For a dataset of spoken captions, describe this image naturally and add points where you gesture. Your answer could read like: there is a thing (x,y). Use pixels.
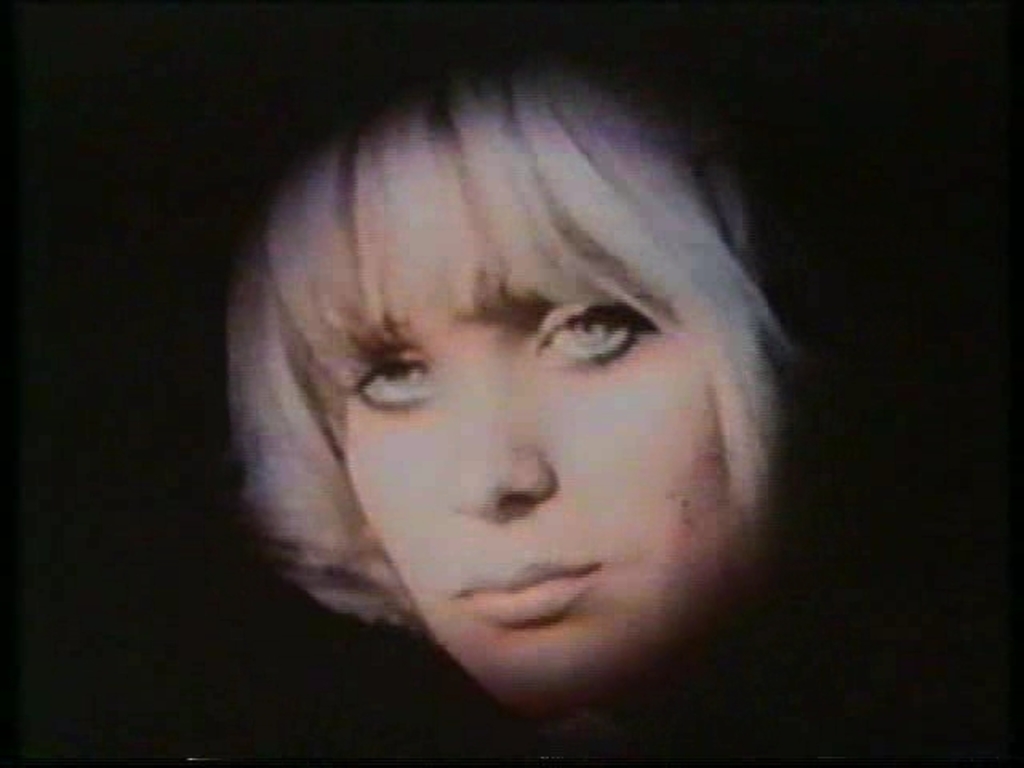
In this image I can see the person face (455,340) and the background (211,660) is in black color.
